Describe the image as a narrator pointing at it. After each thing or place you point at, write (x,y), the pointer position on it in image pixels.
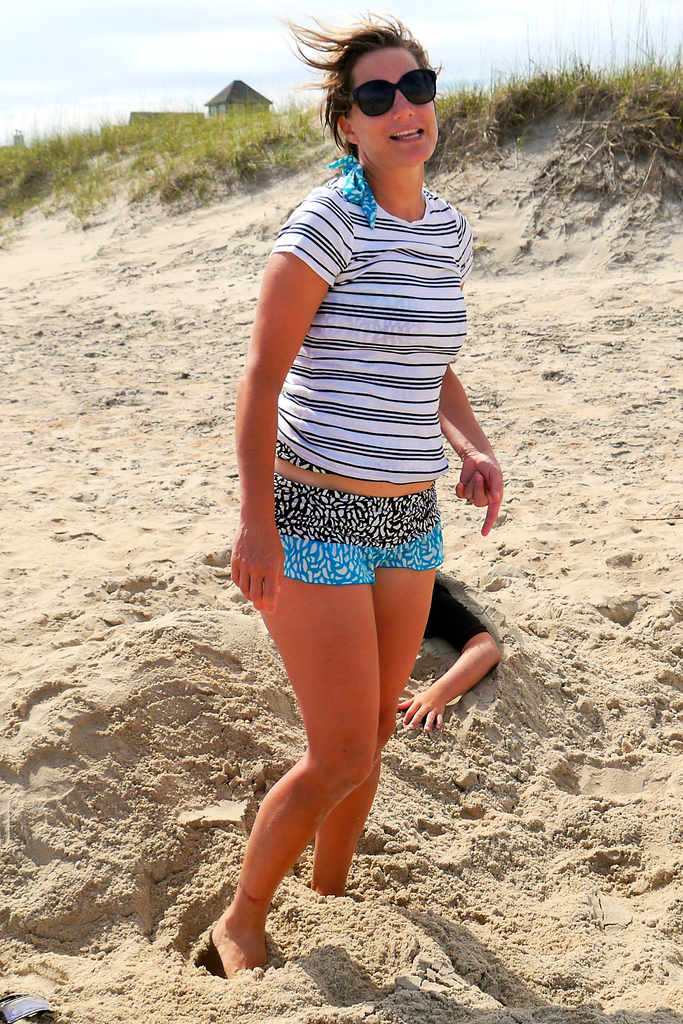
In this image in the middle (357,423) a lady (395,146) is standing wearing sunglasses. Here there is another person (469,648) inside sand (434,656). In the background (202,138) there is building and grassland (544,86).
